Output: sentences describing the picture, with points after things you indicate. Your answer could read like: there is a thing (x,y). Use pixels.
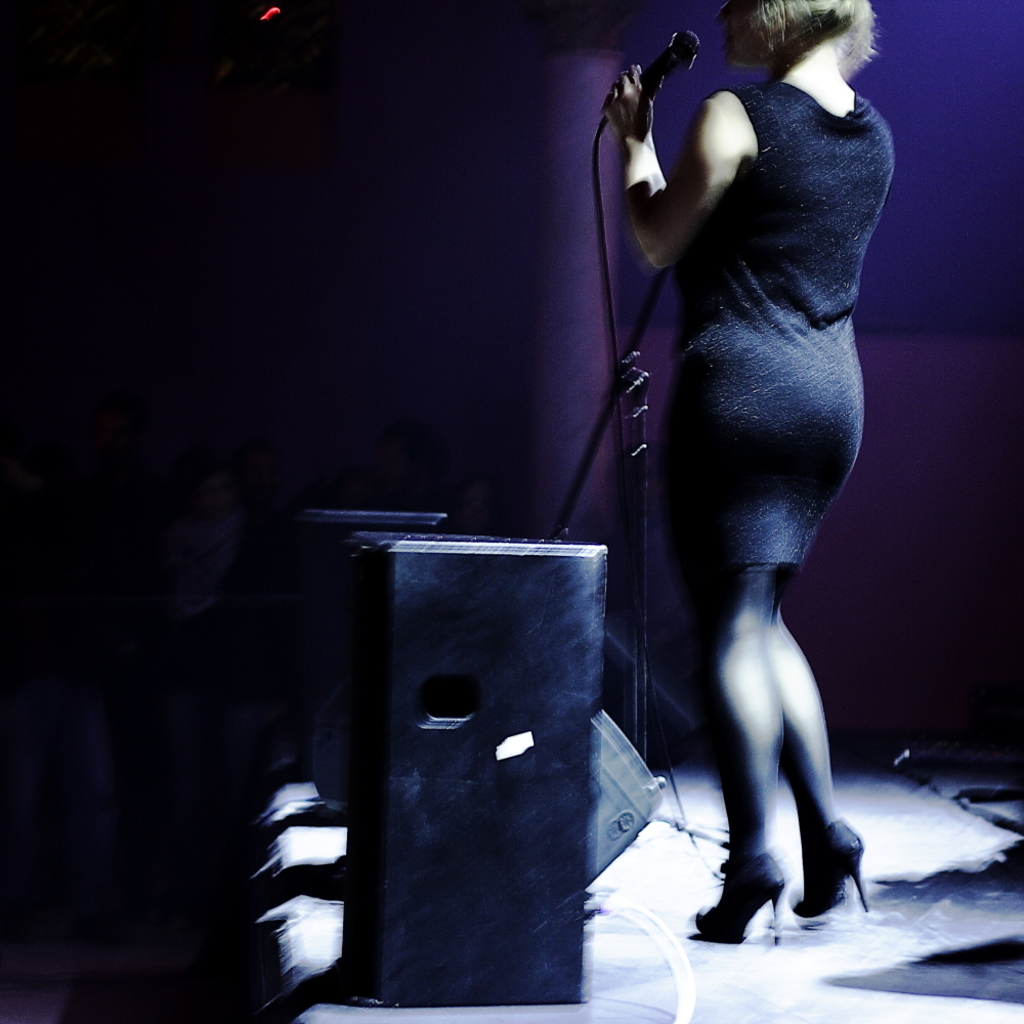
In this image I can see there is a woman (718,316) standing on the dais (784,810) and holding a microphone (655,58), there is a speaker (398,725) on the dais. The backdrop of the image (285,253) is dark.
